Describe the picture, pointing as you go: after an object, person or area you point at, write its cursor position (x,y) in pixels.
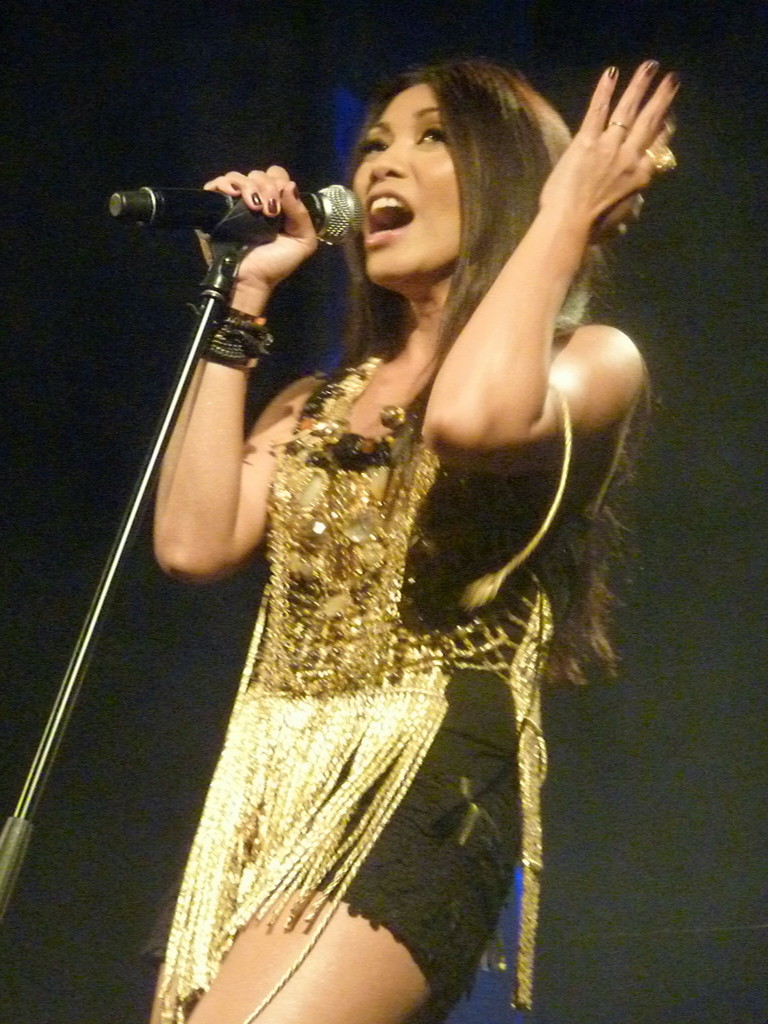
In this image there is a woman (540,129) standing and singing. She is wearing a black and golden color dress (492,673). She is holding a mic (215,218) along with mic stand (244,239). The background (177,91) is too dark.
